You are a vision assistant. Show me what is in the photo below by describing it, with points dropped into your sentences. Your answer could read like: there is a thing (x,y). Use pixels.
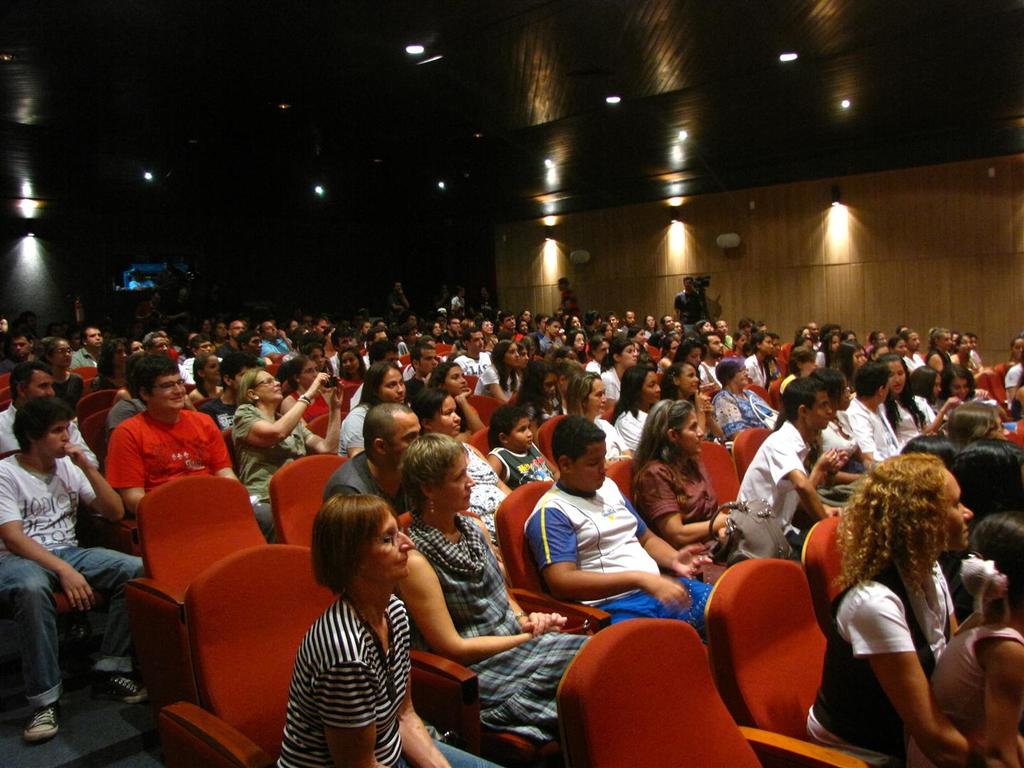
Audience (196,392) watching an event in an auditorium (633,459).
